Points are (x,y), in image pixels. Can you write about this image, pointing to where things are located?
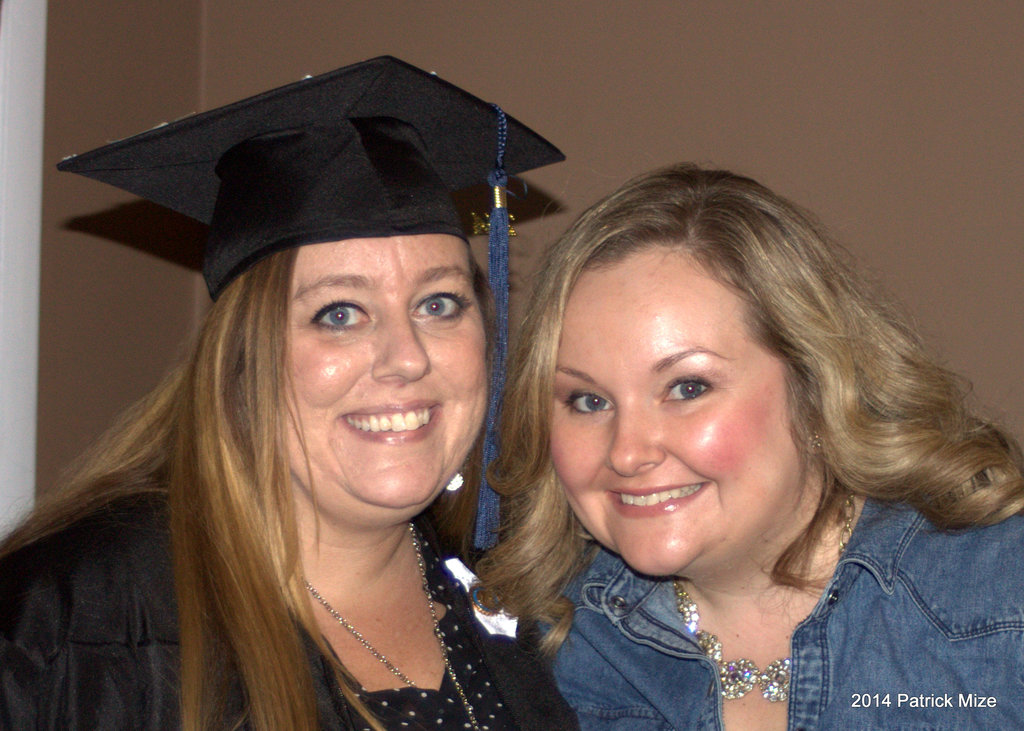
In this image I can see two women (370,446) are smiling and giving pose for the picture. The woman (328,397) who is on the left side (323,435) is wearing a cap (325,166) on the head (381,343). In the background (737,73) there is a wall (804,118).
